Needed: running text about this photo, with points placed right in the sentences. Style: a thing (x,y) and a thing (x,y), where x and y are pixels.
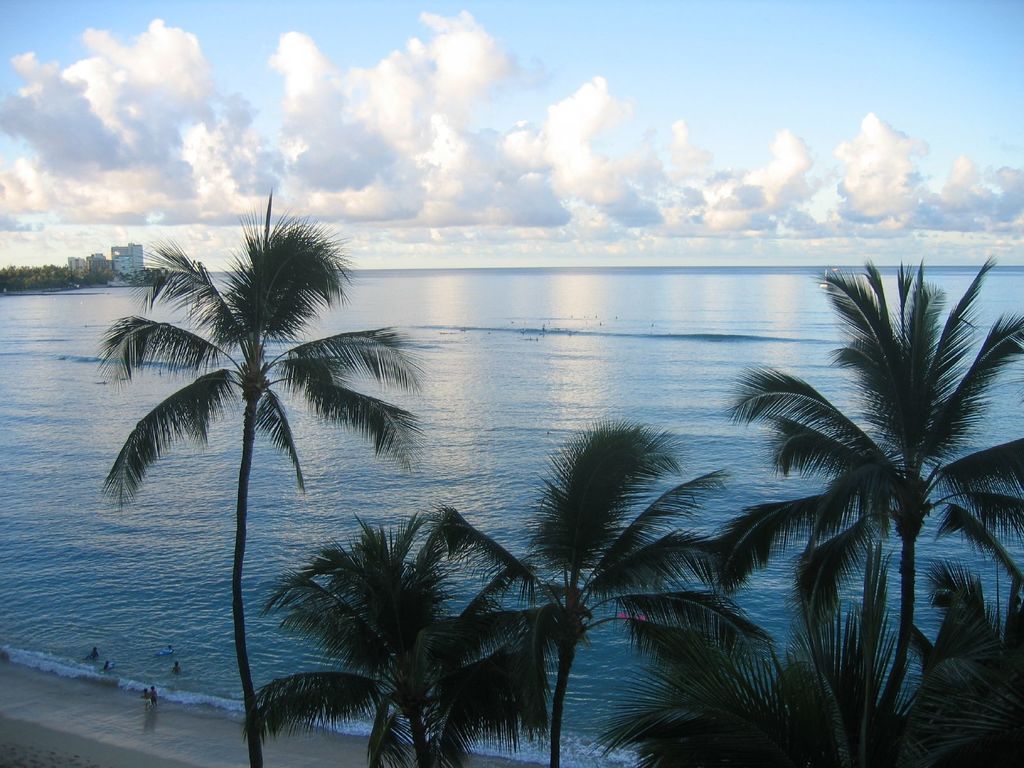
In this image, we can see some trees (858,539) beside the beach (113,688). There are some clouds (265,148) in the sky (178,202).
